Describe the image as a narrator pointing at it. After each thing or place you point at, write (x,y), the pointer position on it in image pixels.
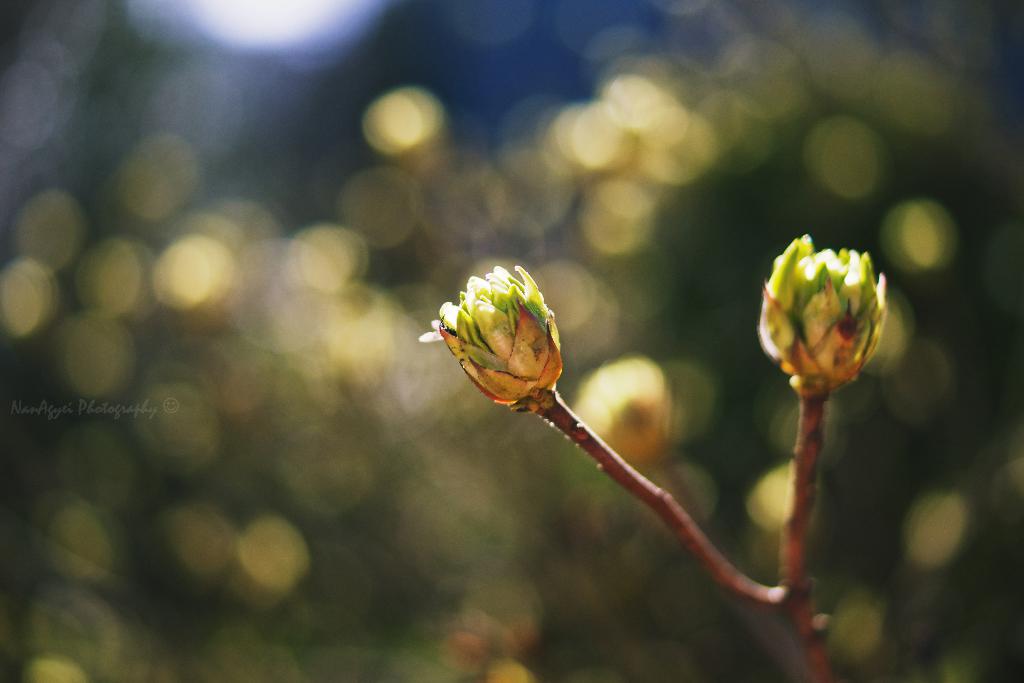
In this picture there is a plant (561,343) with buds (858,282) towards the right (840,280).
